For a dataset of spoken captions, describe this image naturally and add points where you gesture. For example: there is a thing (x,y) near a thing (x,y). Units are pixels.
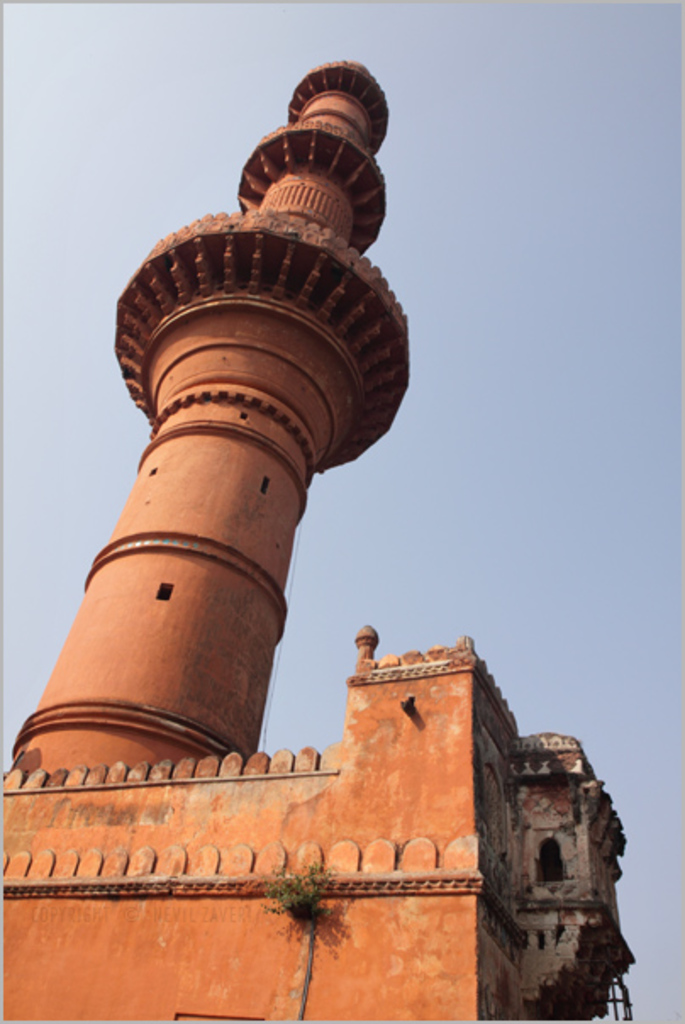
In the picture we can see a historical construction (327,763) with a minaret (248,497) on it and in the background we can see a sky (316,568).
